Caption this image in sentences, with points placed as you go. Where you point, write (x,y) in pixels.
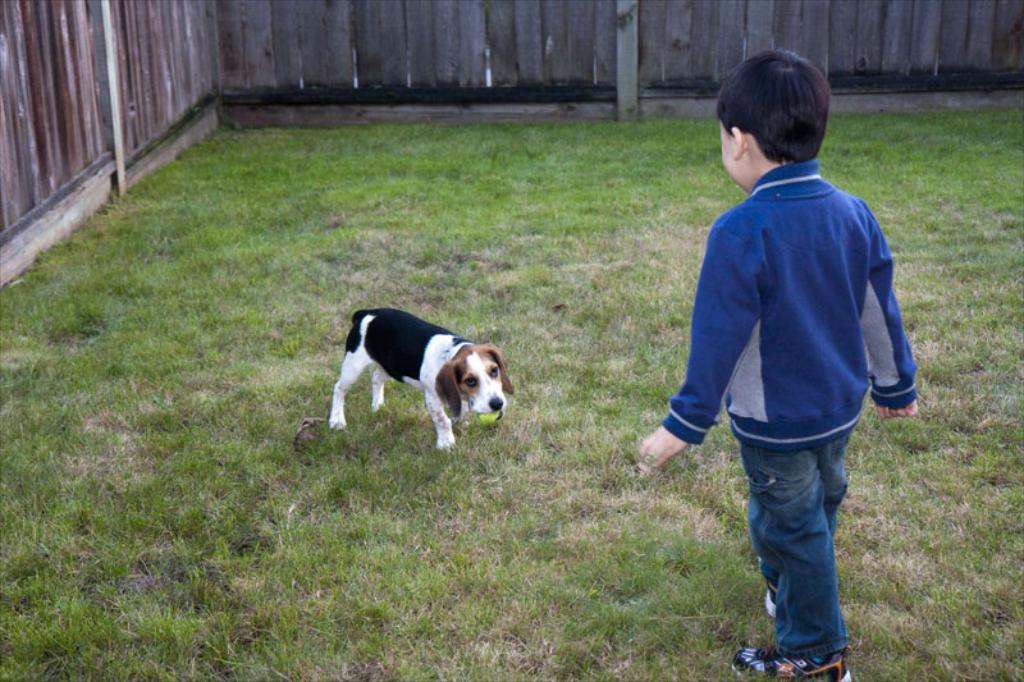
Land (204,280) is covered with grass (553,507). This dog (403,347) is holding a ball (489,421) in his mouth (490,404). Around this grass (249,284) there is a fence (529,18). Here we can see a dog (455,367).
